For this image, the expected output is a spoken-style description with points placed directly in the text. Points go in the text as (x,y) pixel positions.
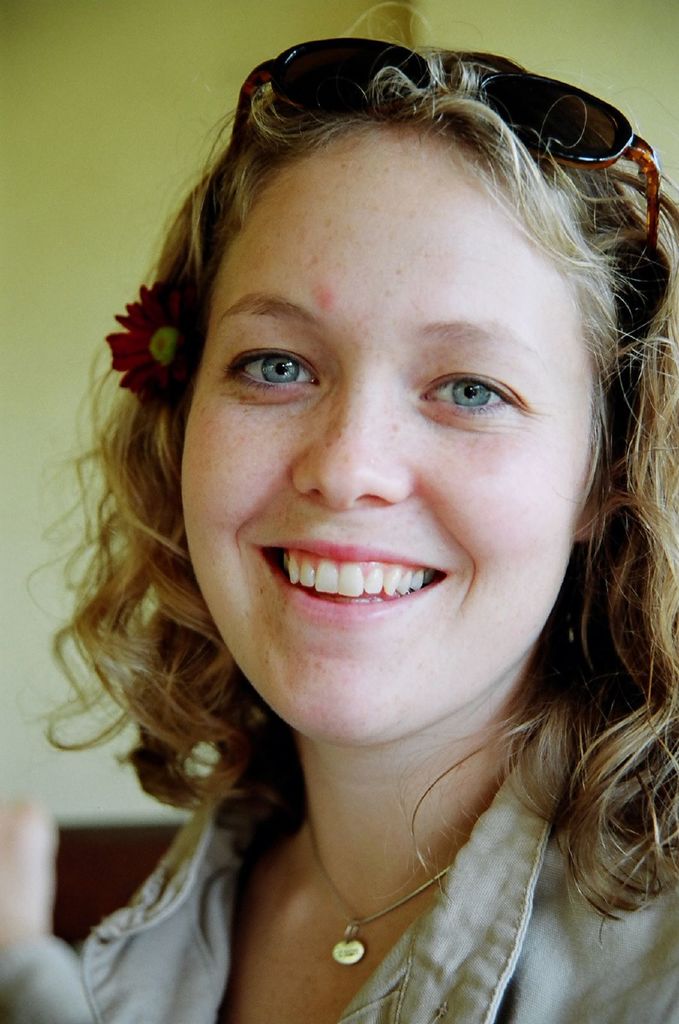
In this picture I can see there is a woman (44,815), she is wearing a coat (517,1001) and she is smiling and in the backdrop (94,64) there is a wall (105,148).
